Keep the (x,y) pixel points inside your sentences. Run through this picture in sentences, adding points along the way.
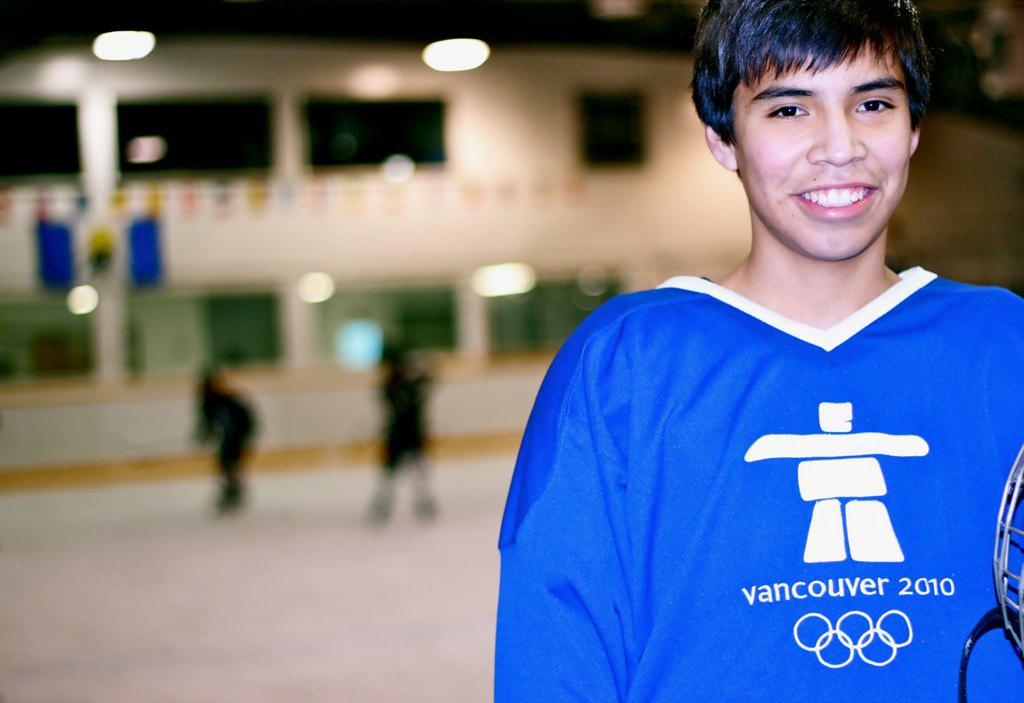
In this image, we can see a person (803,376) wearing clothes (903,429). In the background (183,343), image is blurred.
